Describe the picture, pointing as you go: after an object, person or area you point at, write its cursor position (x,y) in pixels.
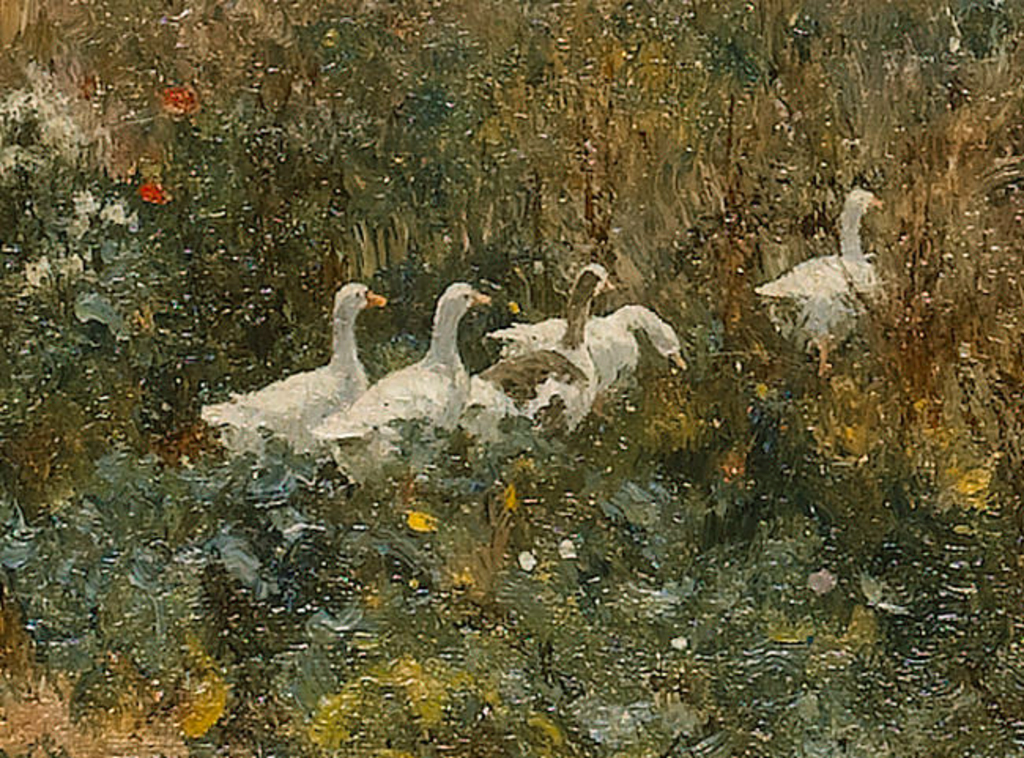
In this image there are ducks (662,332) walking on the ground (680,280). Around them there are plants (191,385) on the ground (189,421). The image seems to be a painting.
